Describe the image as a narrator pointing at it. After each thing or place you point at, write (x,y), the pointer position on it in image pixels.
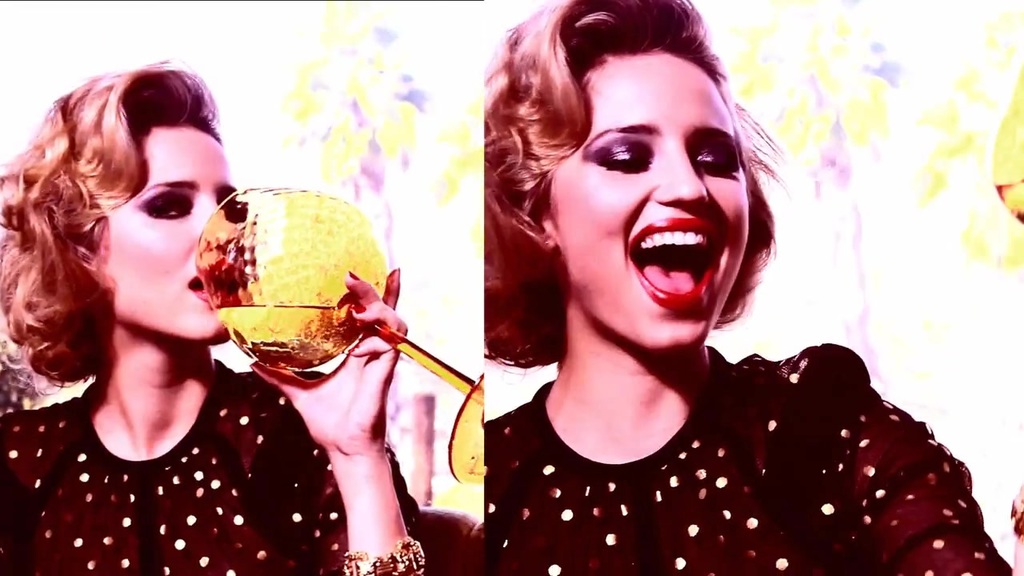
This is a collage image. There is a woman (174,513) holding a glass (236,194) to the left side of the image (159,440). To the right side of the image (851,482) there is a woman (684,168).
